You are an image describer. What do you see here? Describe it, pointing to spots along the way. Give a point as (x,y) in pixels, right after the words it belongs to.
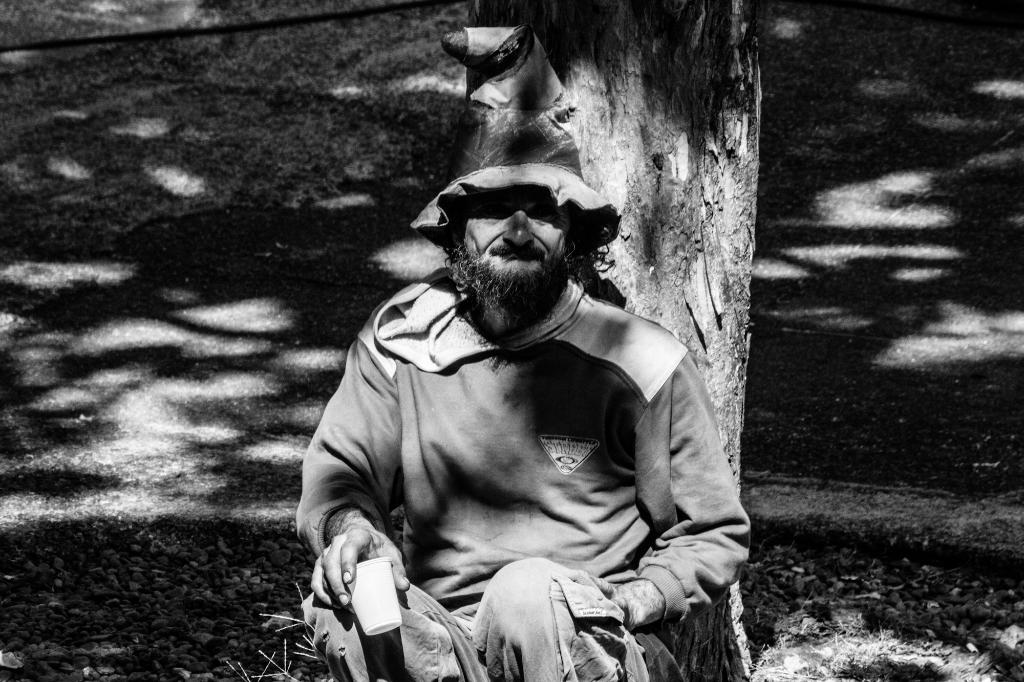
This is a black and white image. In this image we can see a man (472,443) wearing hat (470,170) and holding a cup (371,580). In the back (699,209) we can see a tree trunk (714,152).
